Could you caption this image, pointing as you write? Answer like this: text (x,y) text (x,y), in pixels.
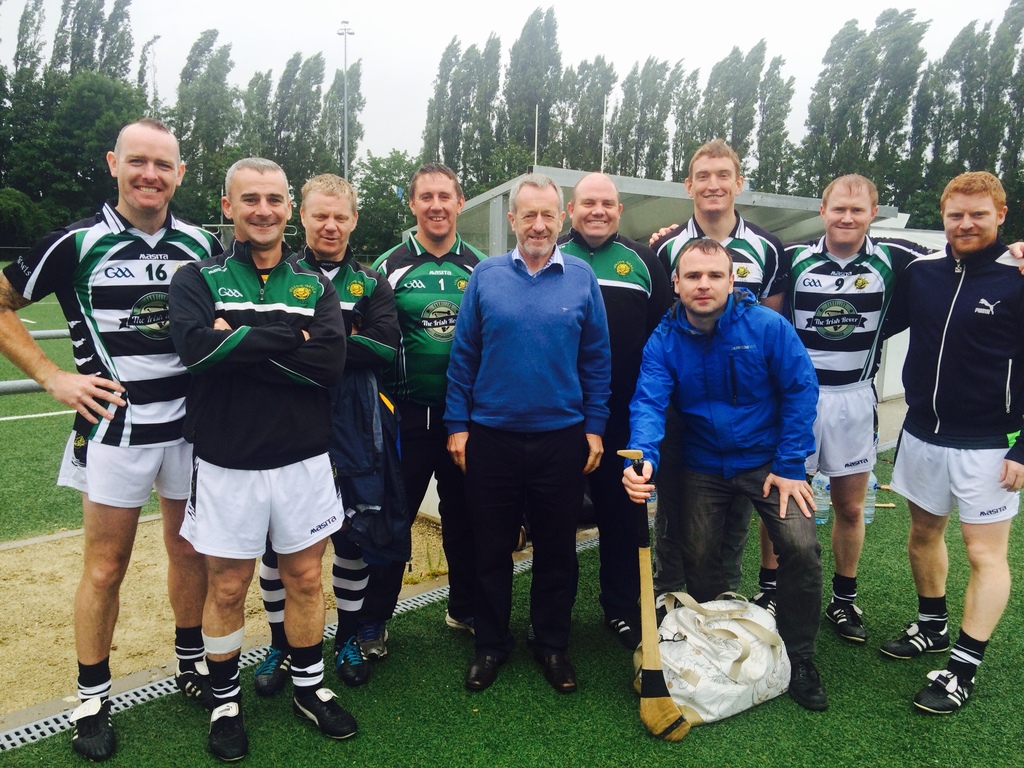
In the picture I can see some people (573,400) are standing in the grass (589,637) and one person (763,468) is holding bat (658,725), behind we can see tent (645,192) and some trees (904,70).
